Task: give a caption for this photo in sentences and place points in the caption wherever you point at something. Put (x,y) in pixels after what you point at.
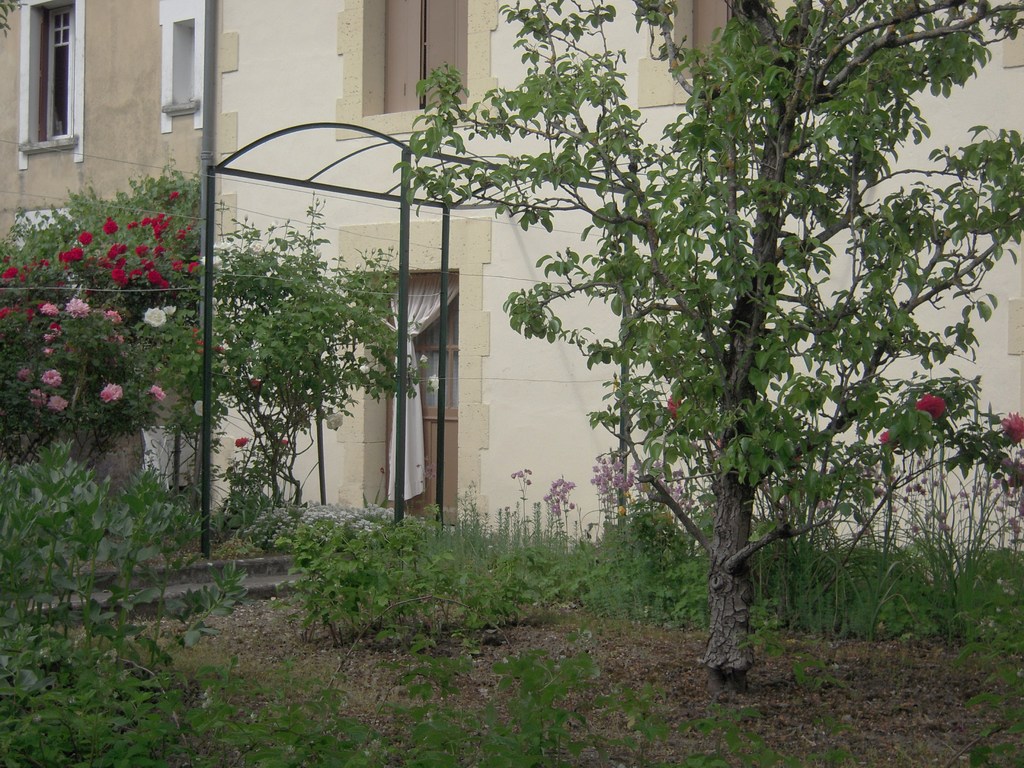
This picture shows buildings (556,248) and we see trees (445,168) and a curtain (416,386) and we see plants (350,586) on the ground (410,646) we see flowers (150,261) to the trees (857,395).
